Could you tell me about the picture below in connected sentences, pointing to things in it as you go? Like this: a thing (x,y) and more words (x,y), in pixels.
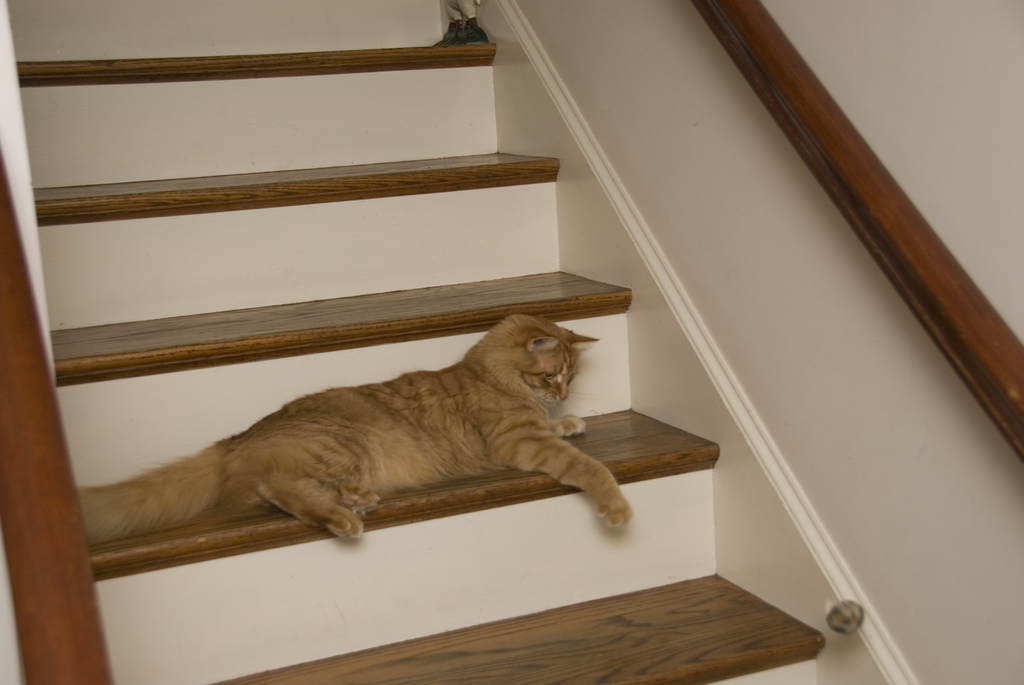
In the foreground of this image (513,443), there is a cat (306,481) on the stairs (526,529). On either side, there is railing (905,270). On the right (784,270), there is the wall (723,293).
